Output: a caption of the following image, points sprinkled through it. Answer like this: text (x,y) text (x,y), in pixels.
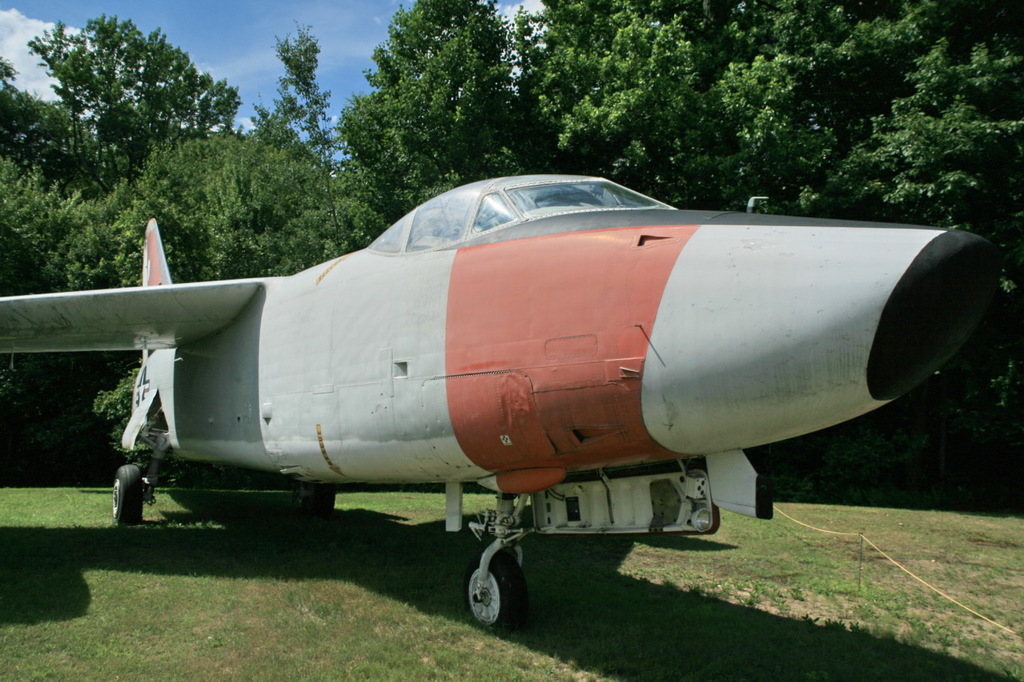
In this image we can see an airplane (396,452) on the ground (846,580), there are some trees (644,77), grass (827,568) and rope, in the background (394,3) we can see the sky (383,9) with clouds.
